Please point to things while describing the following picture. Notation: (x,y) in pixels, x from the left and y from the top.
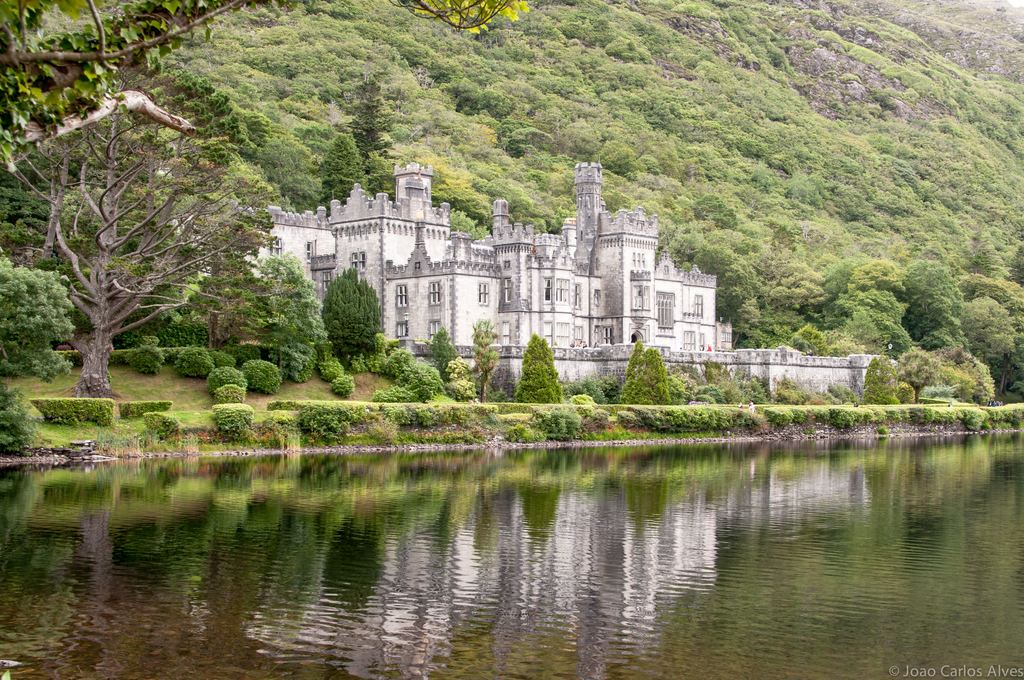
In this image we can see the building (662,296) and windows (645,295), beside that we can see the trees (638,355), plants (516,430) and grass (519,415). And at the bottom (506,479) we can see water (68,564). And at the top (772,157) we can see the hill (804,98).
